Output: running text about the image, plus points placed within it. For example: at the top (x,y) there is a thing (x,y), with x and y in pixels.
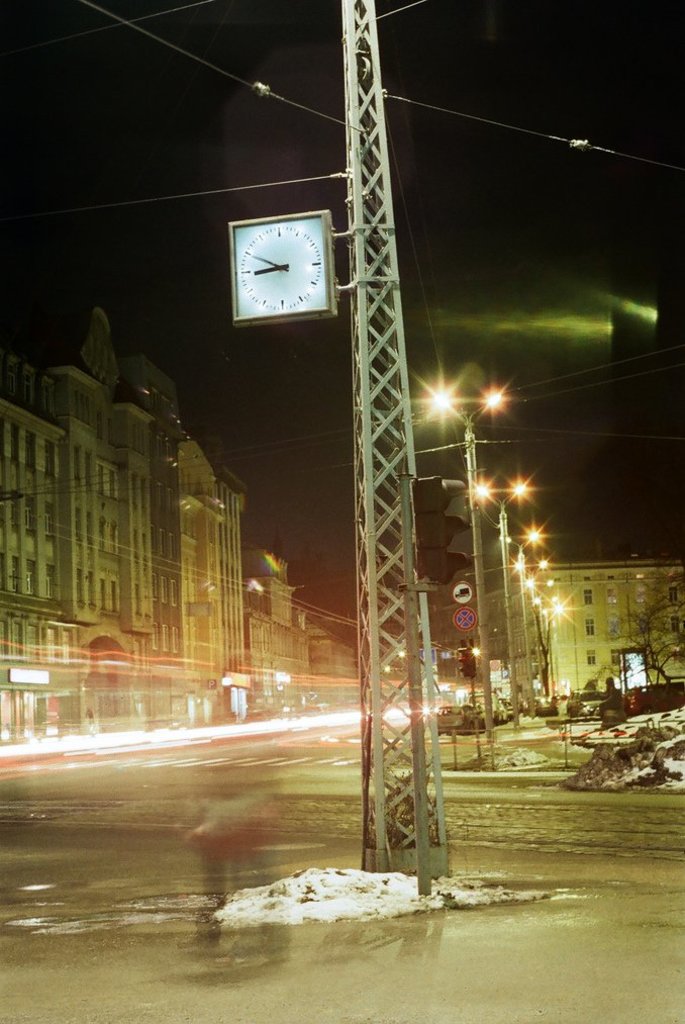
In this picture there is a metal tower (366,284) with square clock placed on it. Behind there is a street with some lights pole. On the left side (103,642) there are some building (116,595).
